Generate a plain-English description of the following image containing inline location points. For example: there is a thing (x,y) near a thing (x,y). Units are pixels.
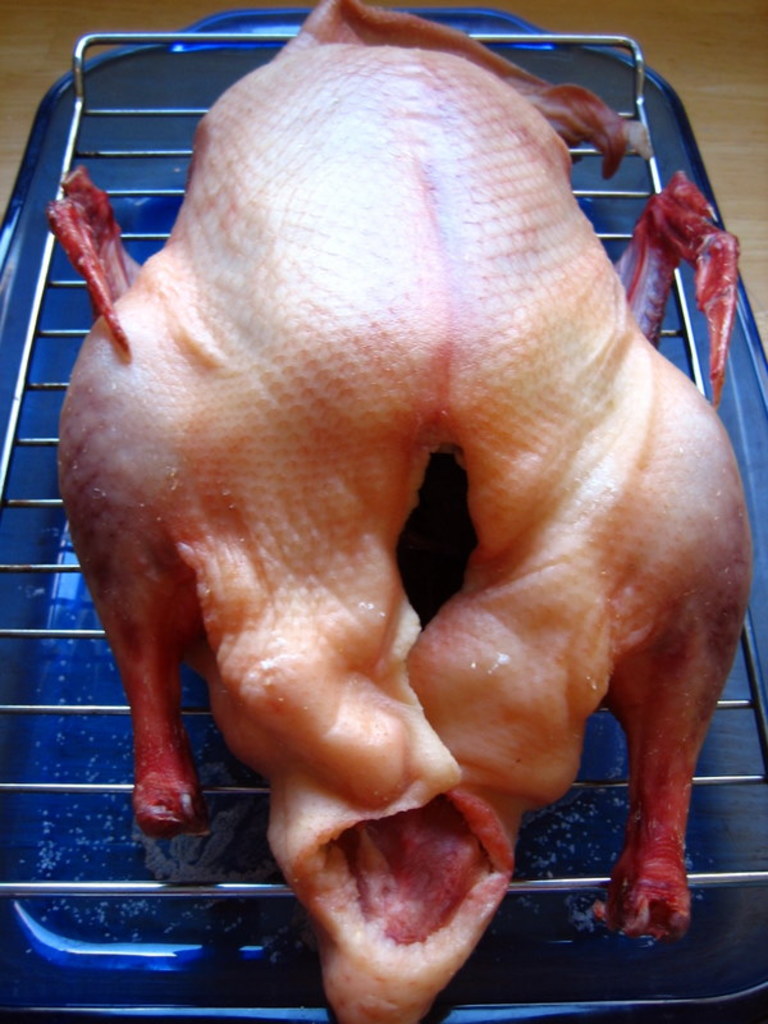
In this image we can see a duck (551,216) on the grill (203,714). At the bottom of the image (562,990) there is a blue color tub (244,952).
